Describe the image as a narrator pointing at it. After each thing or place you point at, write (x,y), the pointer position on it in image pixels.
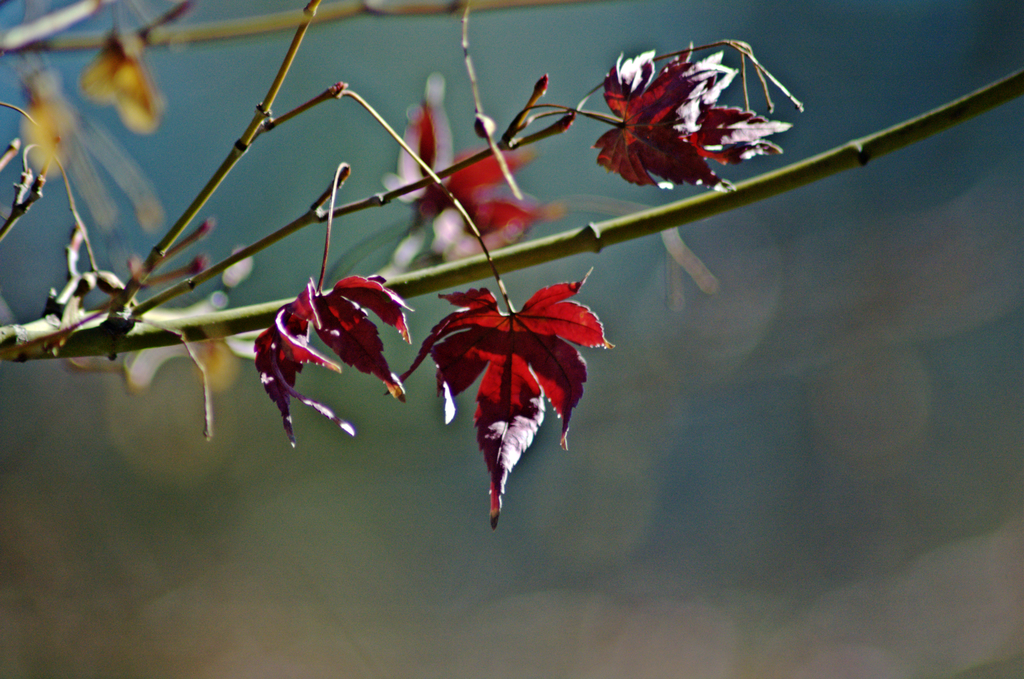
In this image we can see some leaves (480,292) to the branches (464,279) of a tree (350,357).
